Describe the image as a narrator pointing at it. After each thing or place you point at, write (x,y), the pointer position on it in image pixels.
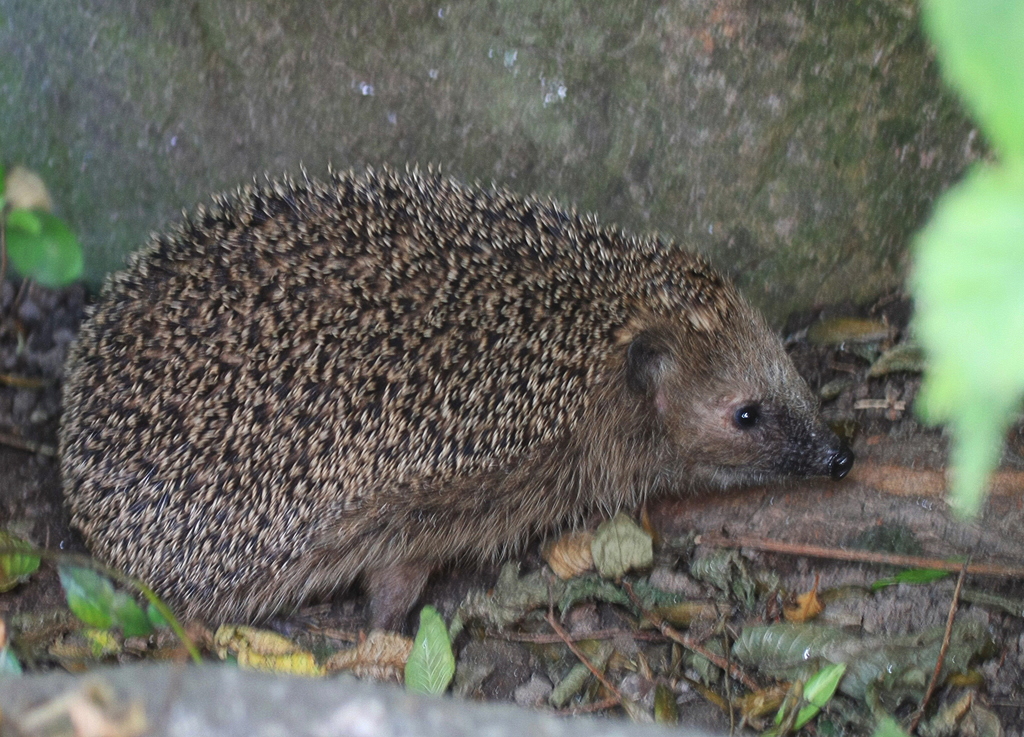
In this image we can see one animal (372,320) near to the wall (810,211), some leaves (606,561), stems (940,566) and objects (288,700) on the surface (866,605).
